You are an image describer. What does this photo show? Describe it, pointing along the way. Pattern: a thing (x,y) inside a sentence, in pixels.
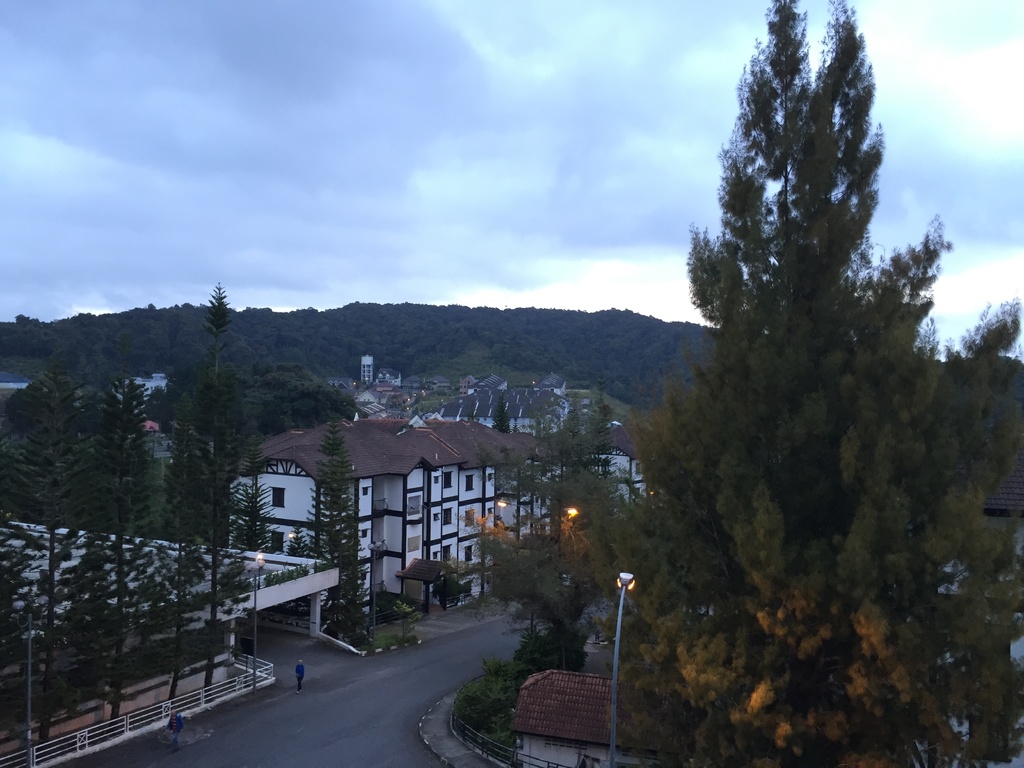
In this image I can see trees (176,588) in green color, I can also see few light poles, buildings (492,510) in white and cream color, and the sky (510,118) is in white and blue color.
